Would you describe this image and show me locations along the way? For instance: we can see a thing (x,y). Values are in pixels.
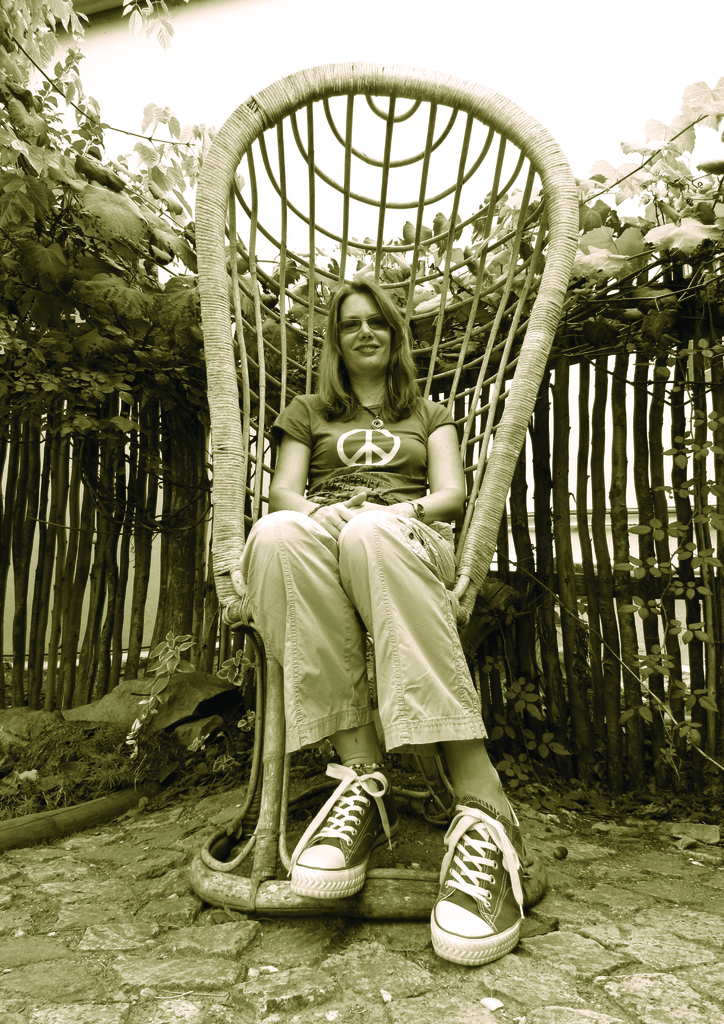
In this picture there is a girl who is sitting on a chair (313,153) and there are trees (576,350) around the area of the image and the girl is wearing sun glasses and shoes (362,830).
